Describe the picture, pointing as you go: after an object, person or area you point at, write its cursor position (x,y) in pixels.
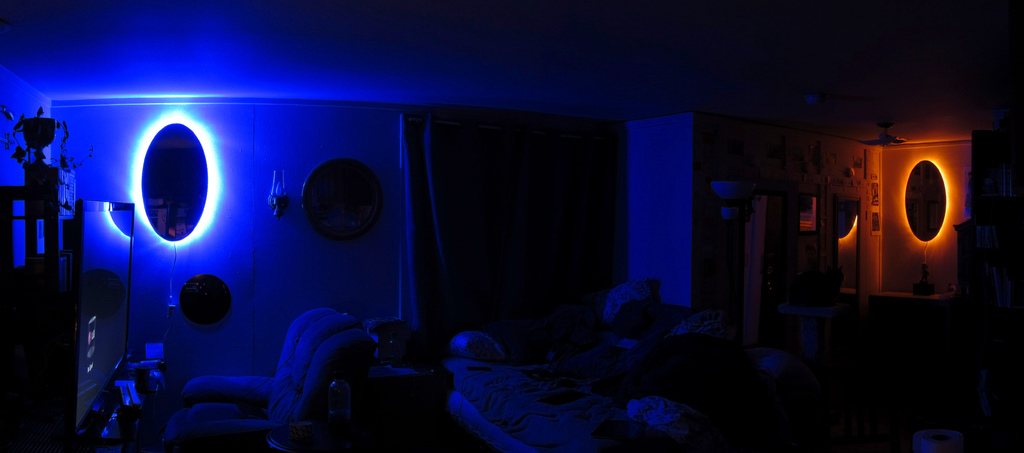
In this picture we can see a television (99,334), a chair (252,386), a mirror (153,176), a light (137,164) and a plant (25,133) on the left side (56,127), there is a bed (610,428) in the middle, it looks like a mirror (842,258) on the right side (918,219), there is a dark background.
